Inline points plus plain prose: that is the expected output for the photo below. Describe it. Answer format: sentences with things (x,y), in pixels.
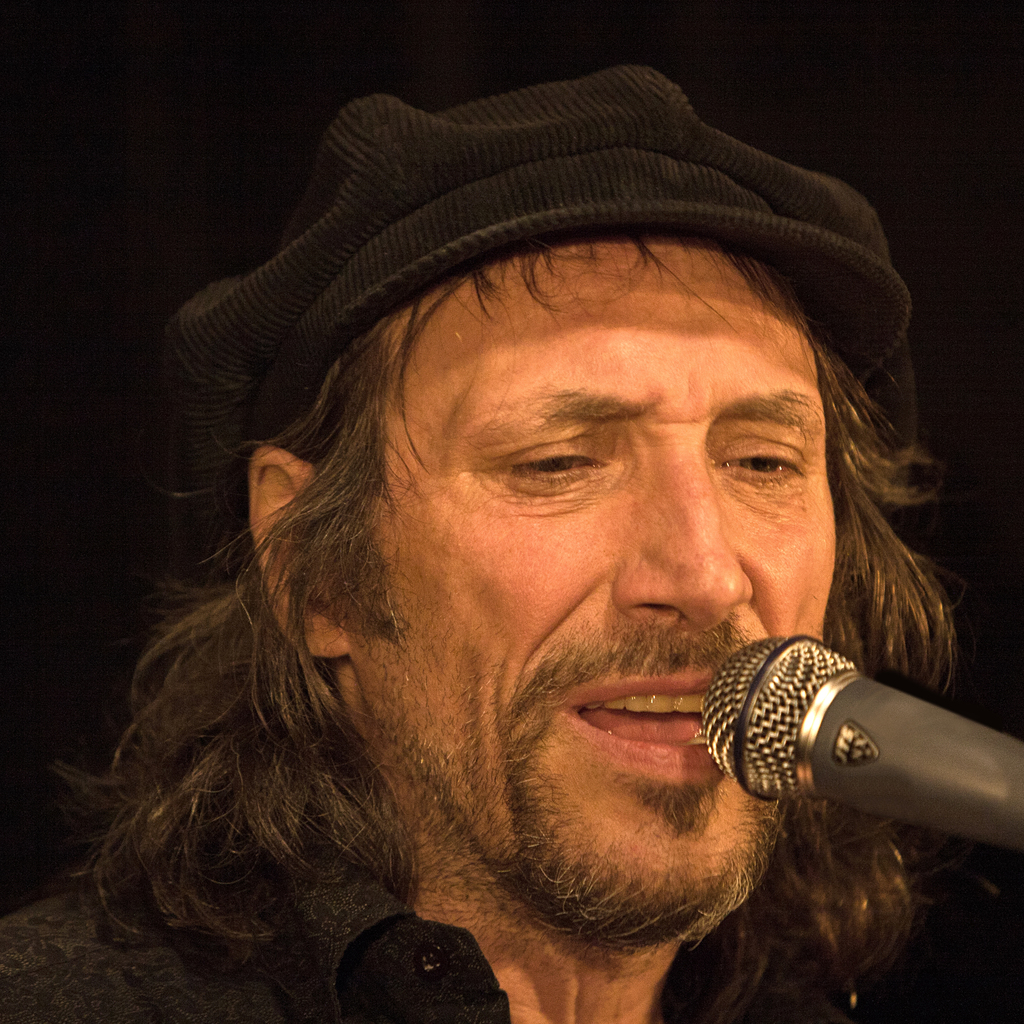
In this image we can see a man (758,416) wearing a black cap (495,117) and in front of him there is a mic (939,761) and in the background (872,136) the image is dark.
